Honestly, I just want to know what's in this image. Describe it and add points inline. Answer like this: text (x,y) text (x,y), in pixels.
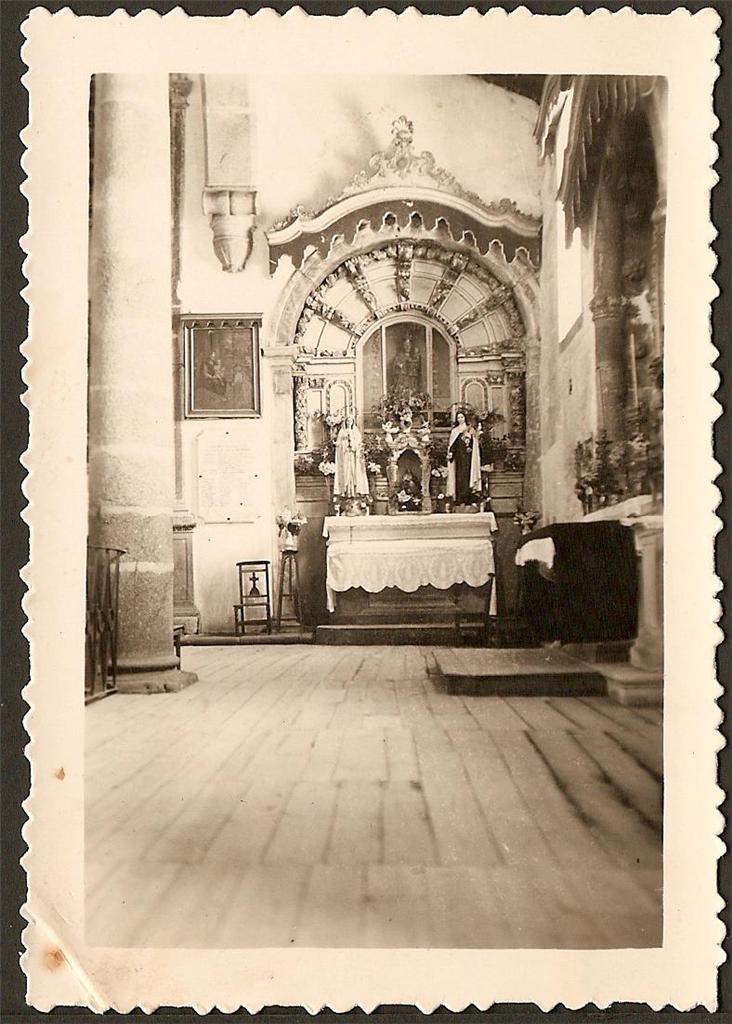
Here in this picture we can see a photograph (284,216) and in that we can see a statue (363,480) present on the table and we can also see some other things (249,601) present beside it and on the wall (265,423) we can see portraits (244,390) present.
